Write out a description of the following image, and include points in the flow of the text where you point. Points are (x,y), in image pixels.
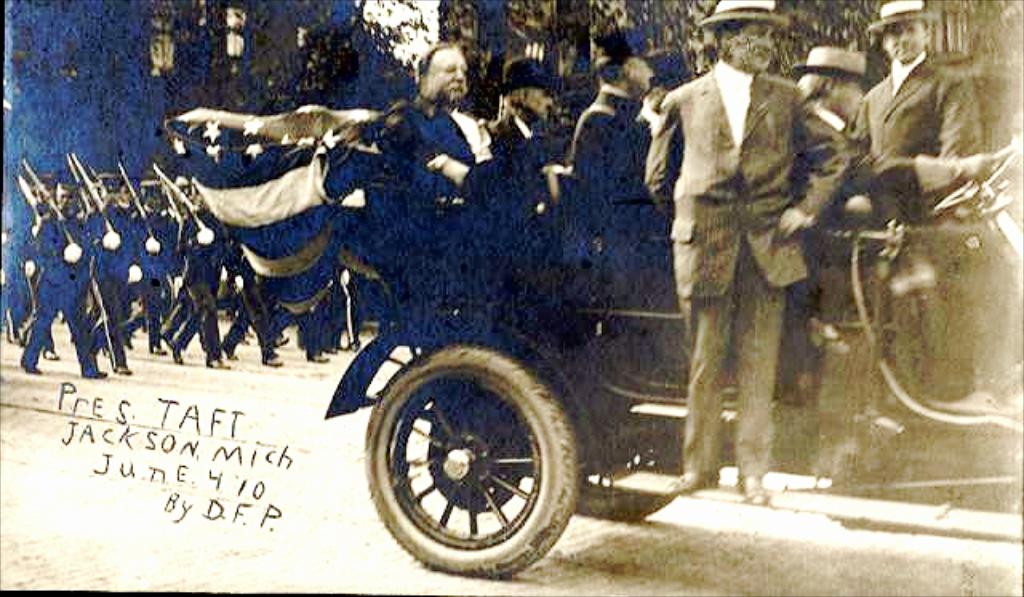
In this image In the middle (566,379) there is a car (565,358) on that there are many people (678,140). In the middle (679,264) there is man (749,182) he wears suit (720,175), trouser (708,350) and hat (744,11). In the background (712,52), there are many people (228,277) walking and trees (88,80) and building (969,63).
